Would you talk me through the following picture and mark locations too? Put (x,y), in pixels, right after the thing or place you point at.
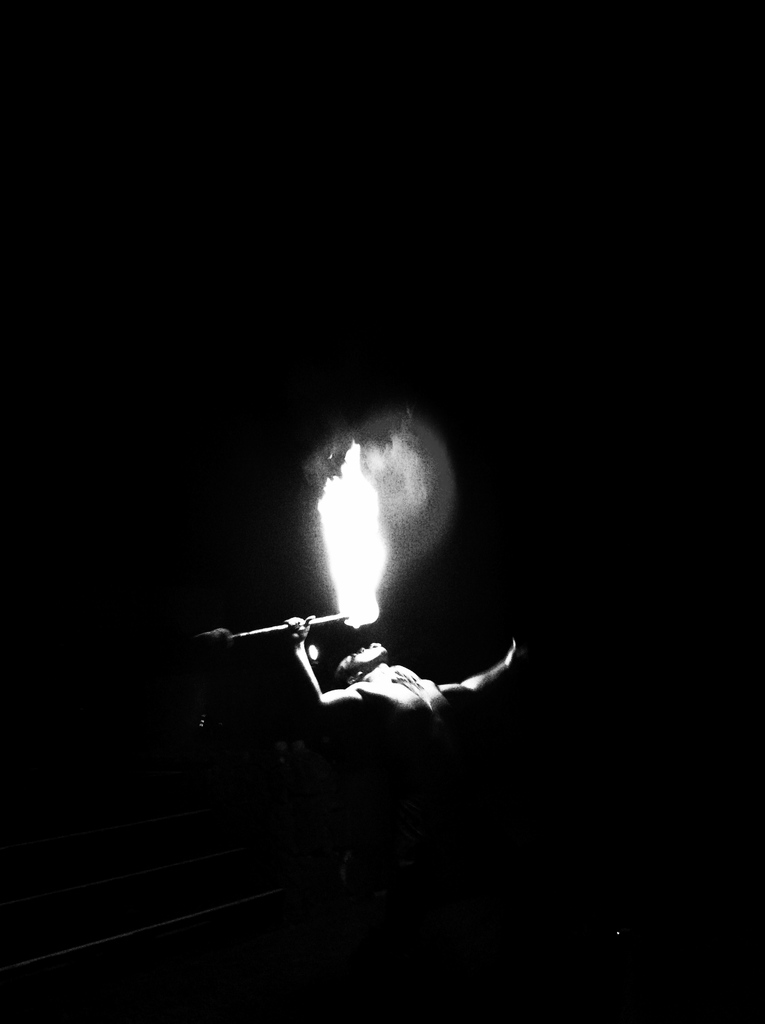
In this image the background (378,219) is dark. In the middle of the image (390,676) there is a man (402,861) and he is holding a firestick (349,624) with fire (360,559) in his hands (304,621).
